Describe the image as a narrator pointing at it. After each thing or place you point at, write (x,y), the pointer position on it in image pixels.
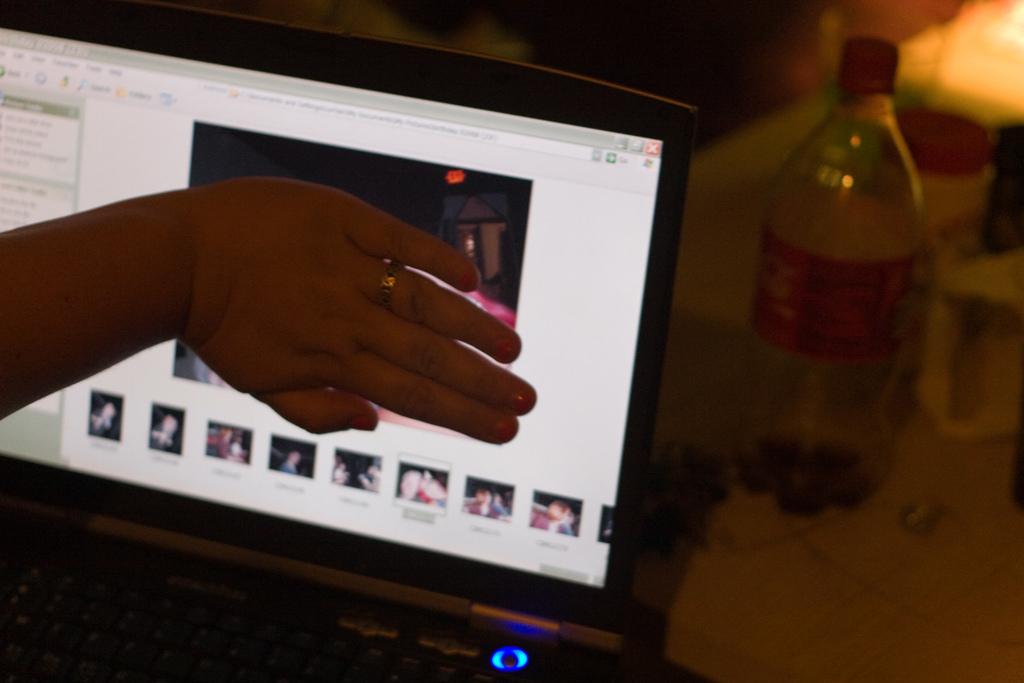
In this image i can see a person's hand (425,358) at the back ground (508,237) i can see a desktop (664,198) and a bottle (812,202).
